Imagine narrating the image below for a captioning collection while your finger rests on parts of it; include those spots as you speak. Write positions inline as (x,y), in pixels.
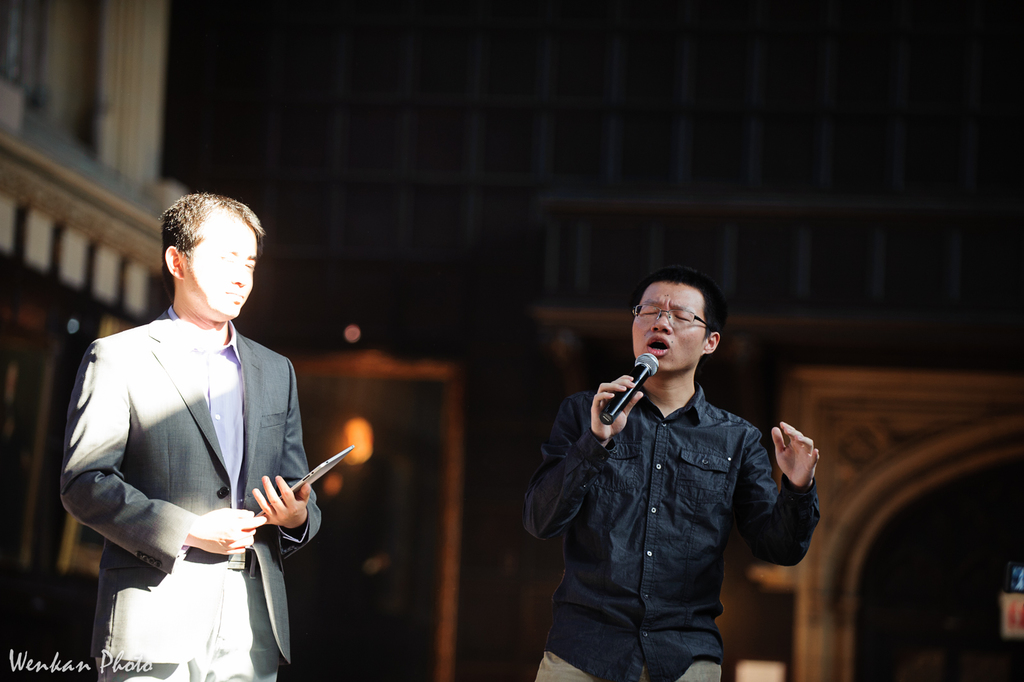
In this image in the right (683,402) the man (656,532) is singing as his mouth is open. He is holding a mic (637,389). Beside him a man (185,527) is holding a tablet (318,472). He is wearing a suit (134,576). In the background (418,171) there is building (450,135).
